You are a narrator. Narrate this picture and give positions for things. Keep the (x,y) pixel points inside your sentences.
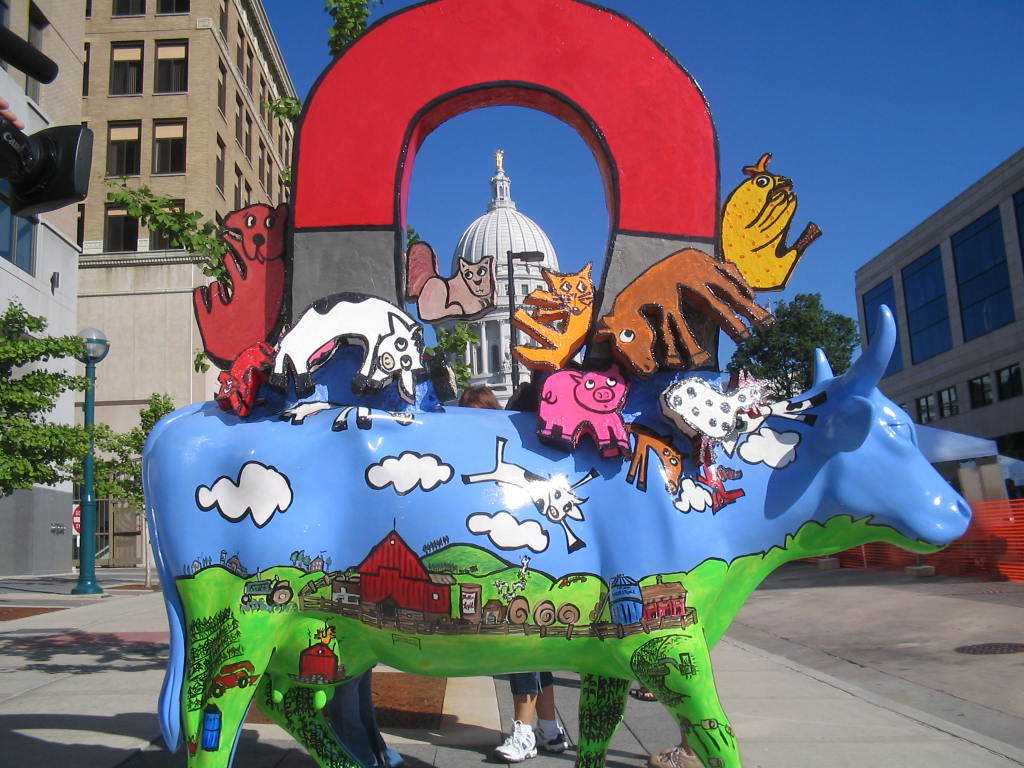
In the center of the image (460,495) we can see a sculpture (490,495). In the background (52,396) there are buildings (102,17), trees (758,368), pole (94,355) and sky (908,226). At the bottom (860,673) there is a road (470,707).
